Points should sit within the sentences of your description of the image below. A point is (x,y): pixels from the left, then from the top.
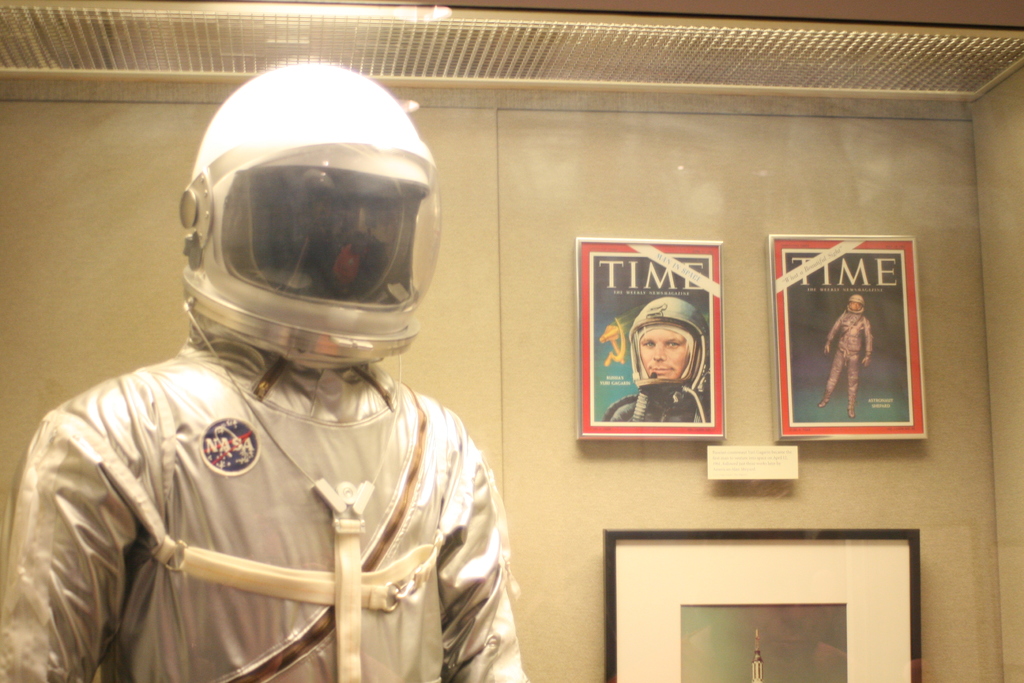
In this image I can see a mannequin (272,444) is wearing a suit (242,462) and a helmet (332,279). Here I can see some posters (703,326) and a photo (748,558) attached to the wall (600,503).
